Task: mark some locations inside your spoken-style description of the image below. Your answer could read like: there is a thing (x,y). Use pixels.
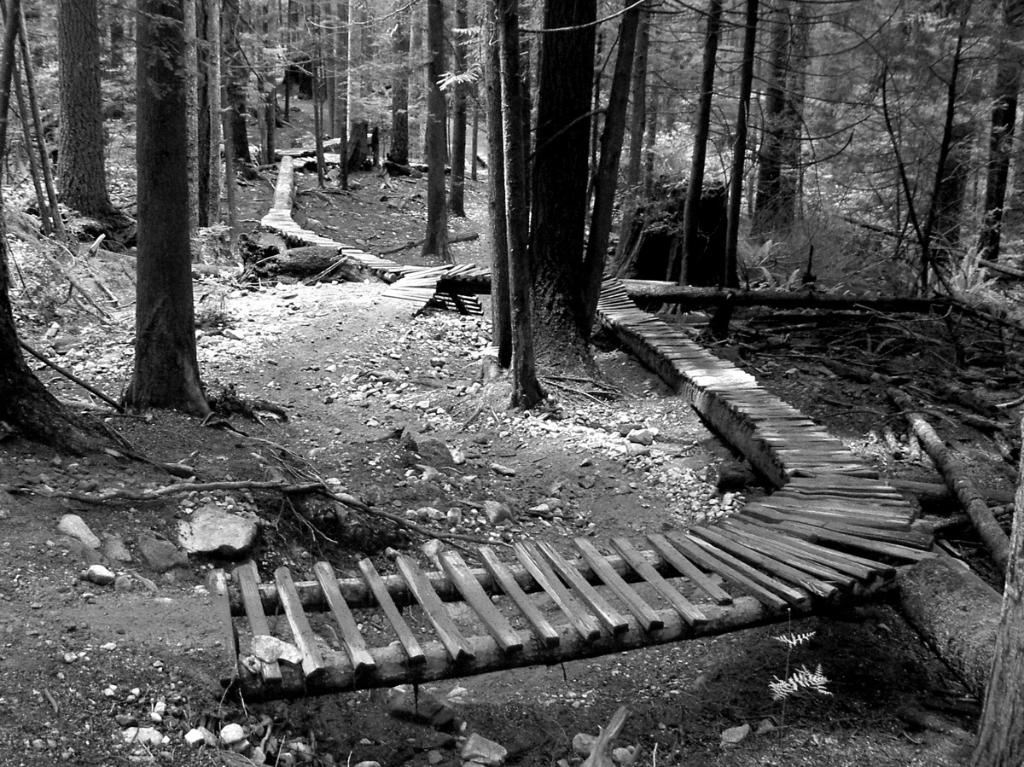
This is a black and white image. I can see the wooden pathway (640,317) and there are trees (581,129).
